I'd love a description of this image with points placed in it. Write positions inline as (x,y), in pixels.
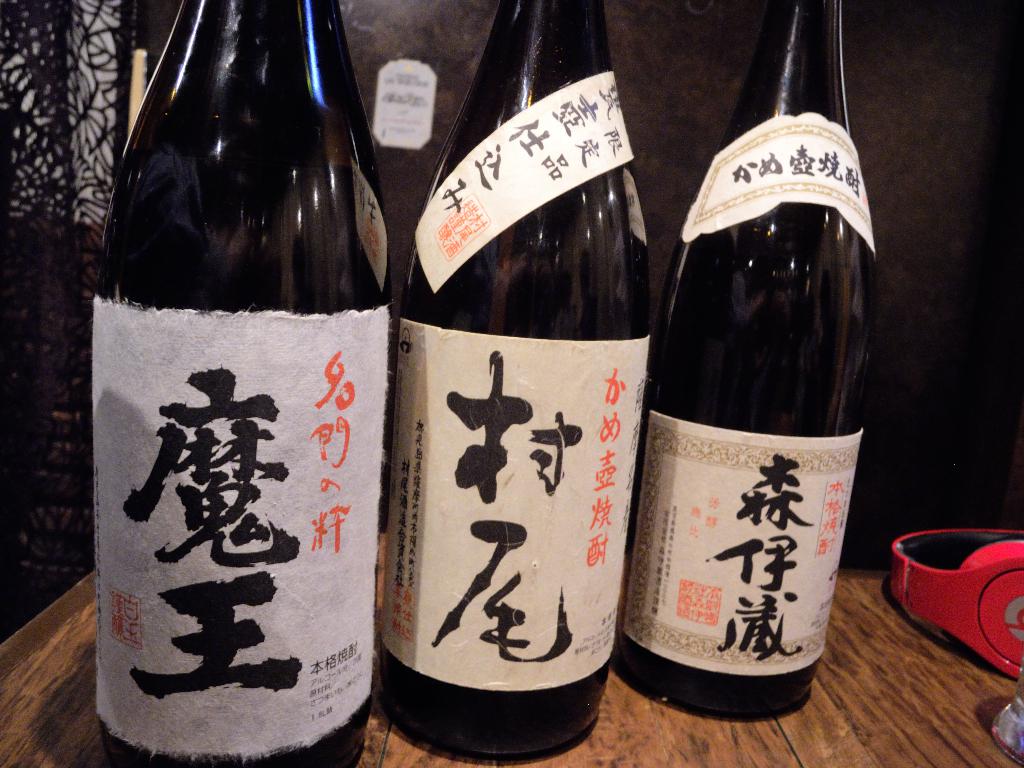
At the bottom of the image (72,626) we can see a table (86,626), on the table (839,642) we can see some bottles (560,635) and headphone (975,643). Behind them we can see wall (976,394).
